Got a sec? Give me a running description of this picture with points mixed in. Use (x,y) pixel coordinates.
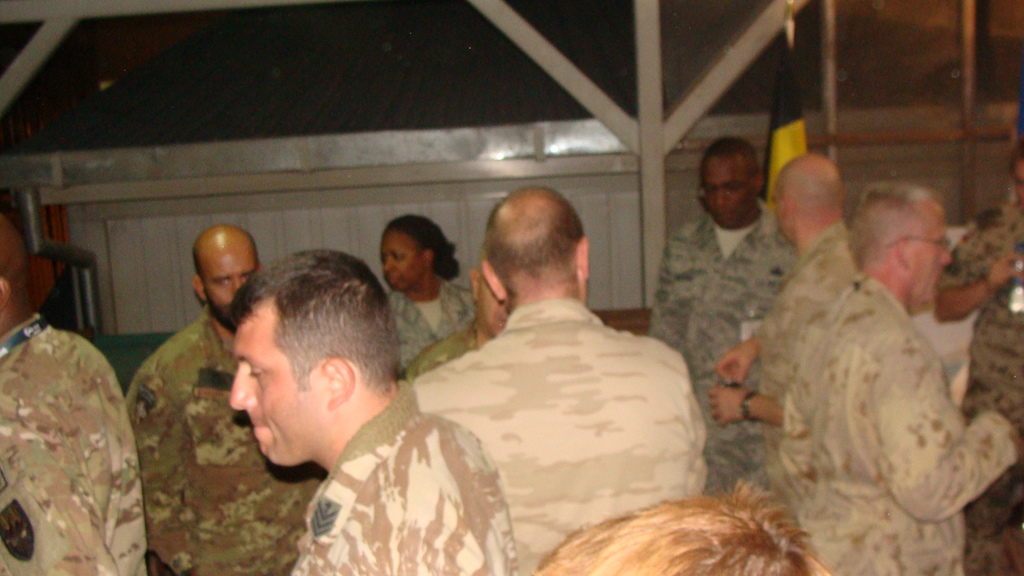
In this image we can see people (987,572). In the background (449,217) we can see wall (490,181), flag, and an object (320,158).
